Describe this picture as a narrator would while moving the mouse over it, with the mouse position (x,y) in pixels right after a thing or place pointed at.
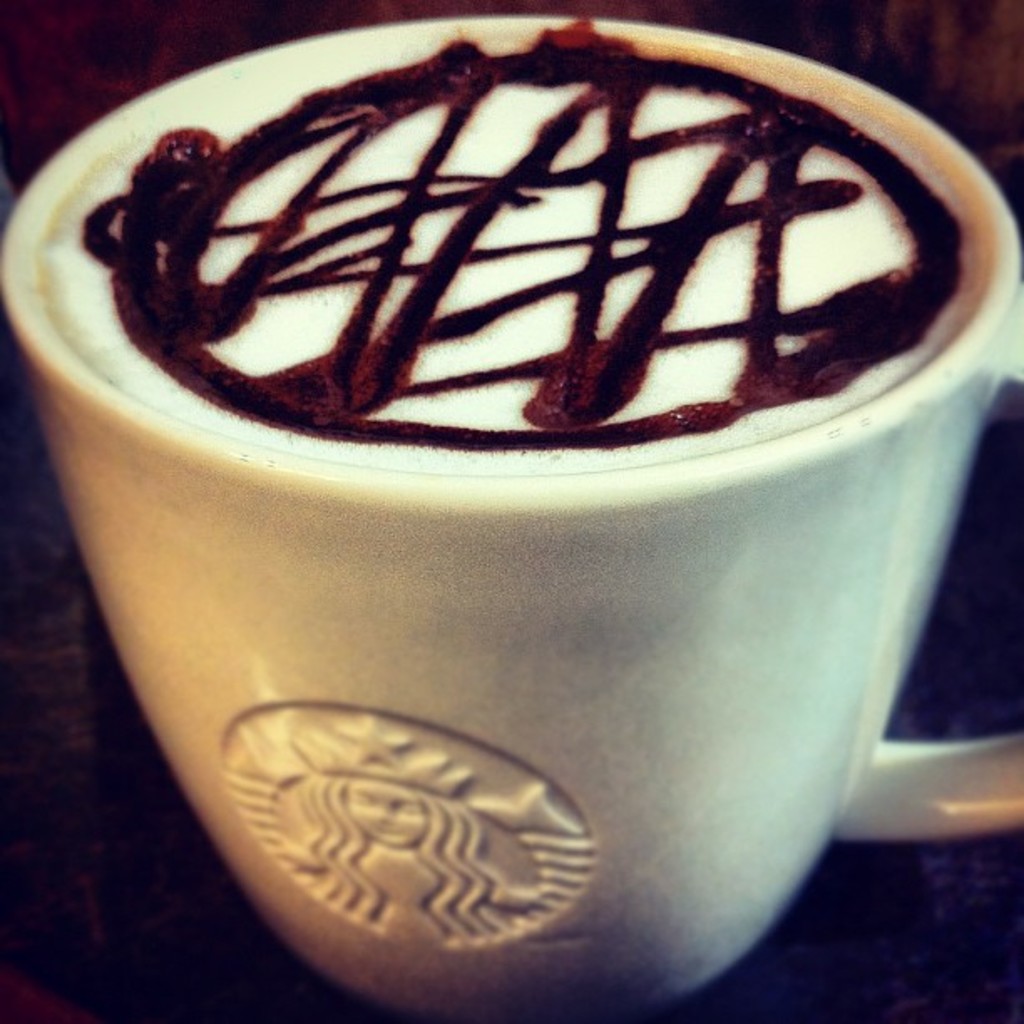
In this image, I can see a cup (608,900) of coffee (419,452) with latte art (485,280). At the bottom of the image (447,921), I can see the logo (297,864) of Starbucks on a cup (512,833).
